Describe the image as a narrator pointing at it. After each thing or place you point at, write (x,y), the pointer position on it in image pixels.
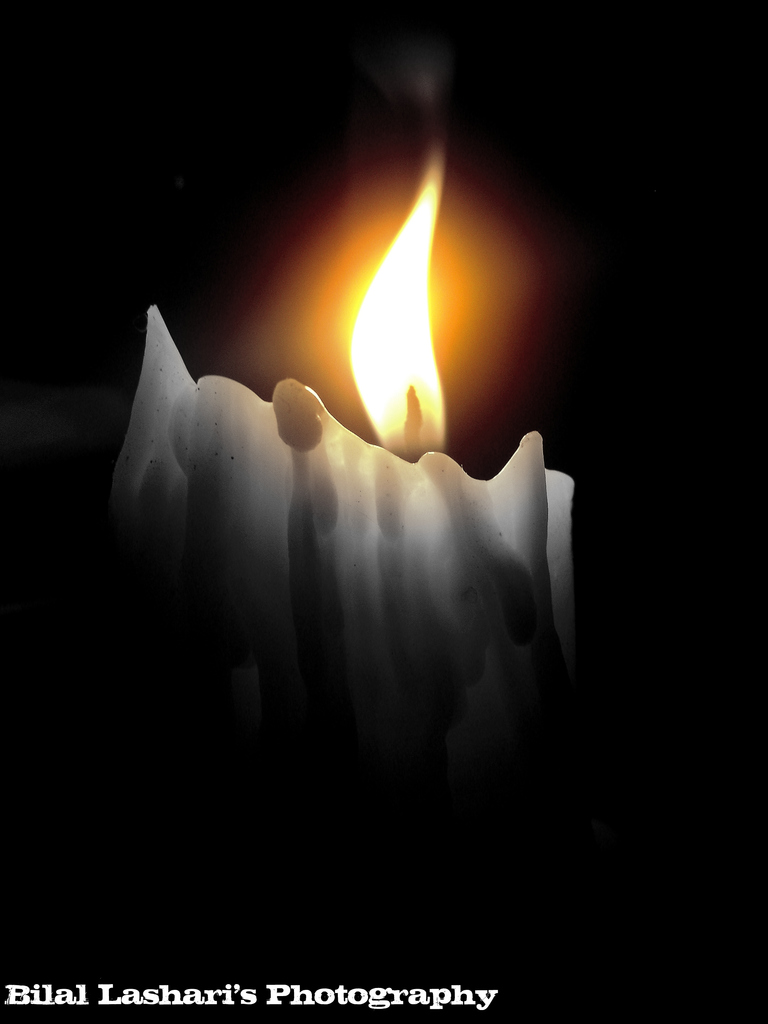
In this image there is a candle (281,592). There is the flame (371,348) to the candle (327,421). The background (52,627) is dark. In the bottom left (105,995) there is text (233,992) on the image.
